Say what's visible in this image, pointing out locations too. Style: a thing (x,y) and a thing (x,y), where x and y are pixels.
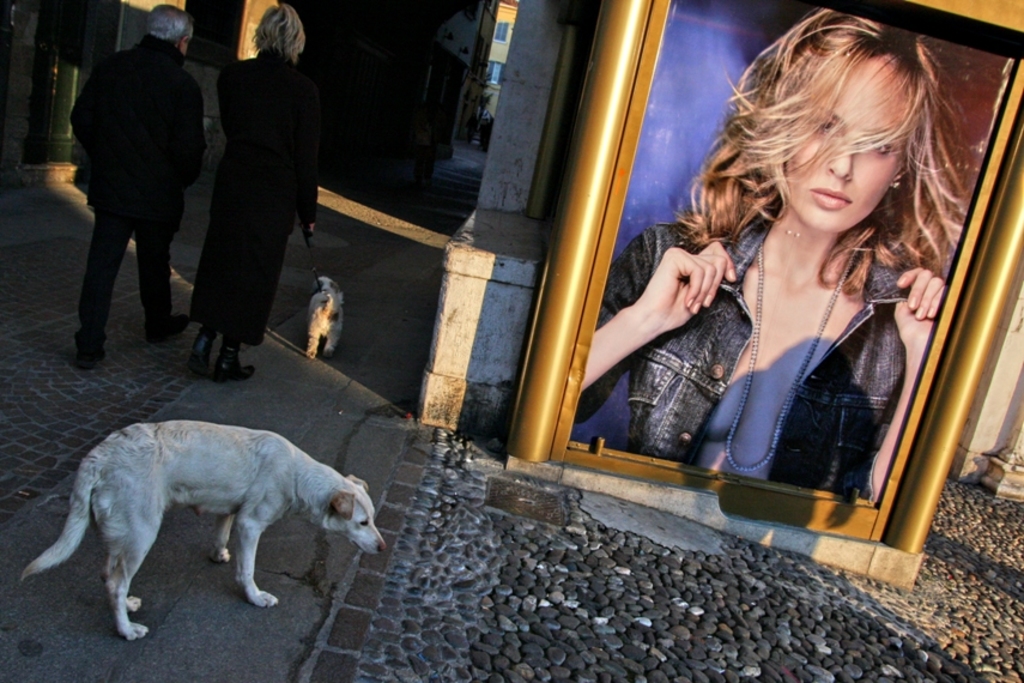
there is a dog (226,526) on the left (107,537). behind that there are 2 people (231,187) walking holding a dog (329,309). at the right (697,250) there is a huge photo frame (756,6) on which there is a person's image (778,286).
